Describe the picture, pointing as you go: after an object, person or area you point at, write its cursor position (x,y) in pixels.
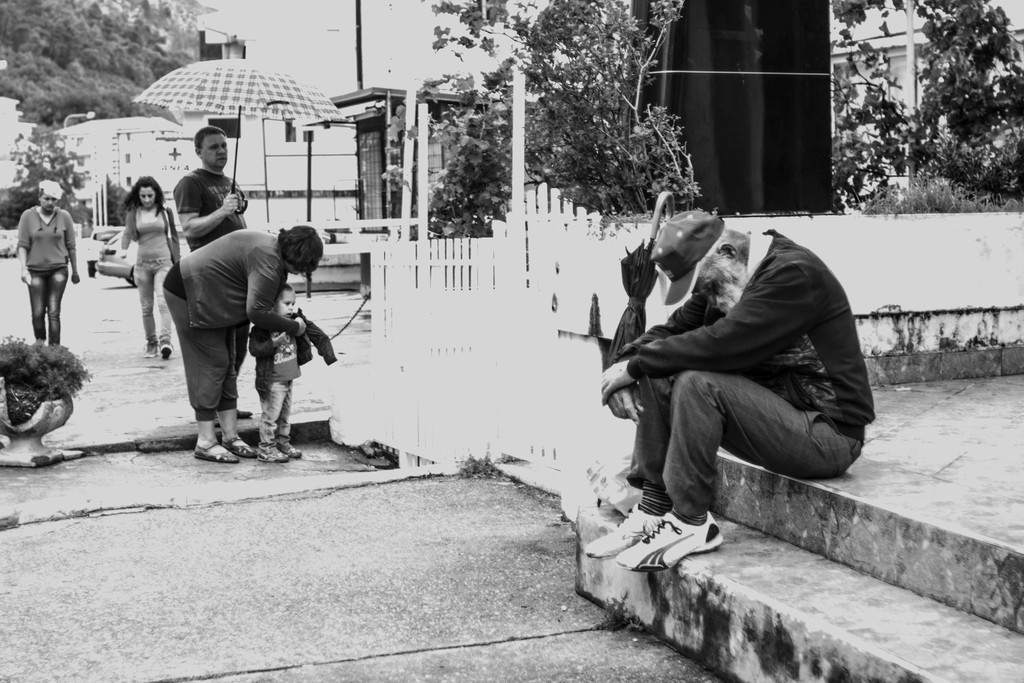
This is a black and white image. In this image we can see persons (169,276) standing on the road (323,552) and a man (820,476) sitting on the stairs (837,481). In the background (497,171) there are buildings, wooden fences (569,242), plants (484,121), trees (79,107), motor vehicles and houseplants (11,370).
